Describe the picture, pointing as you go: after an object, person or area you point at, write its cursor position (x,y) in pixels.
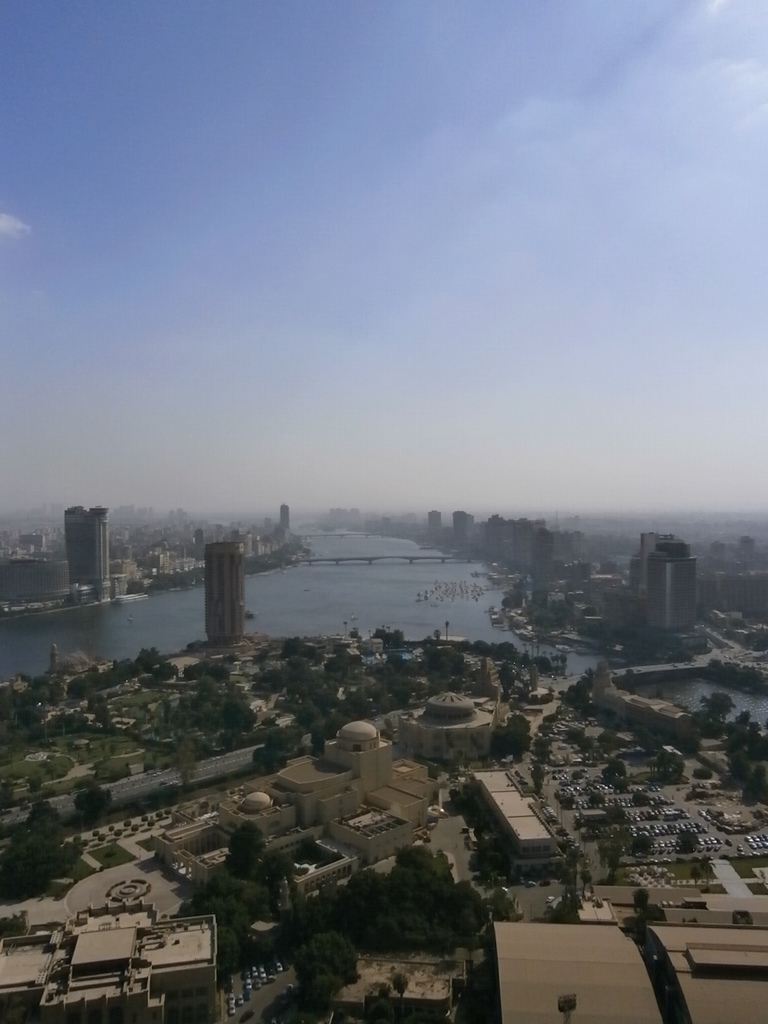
In this image we can see buildings (239,826), road (176,770), vehicles (673,826), poles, trees (748,759), water (392,605), bridge (347,563) and sky (325,381).
